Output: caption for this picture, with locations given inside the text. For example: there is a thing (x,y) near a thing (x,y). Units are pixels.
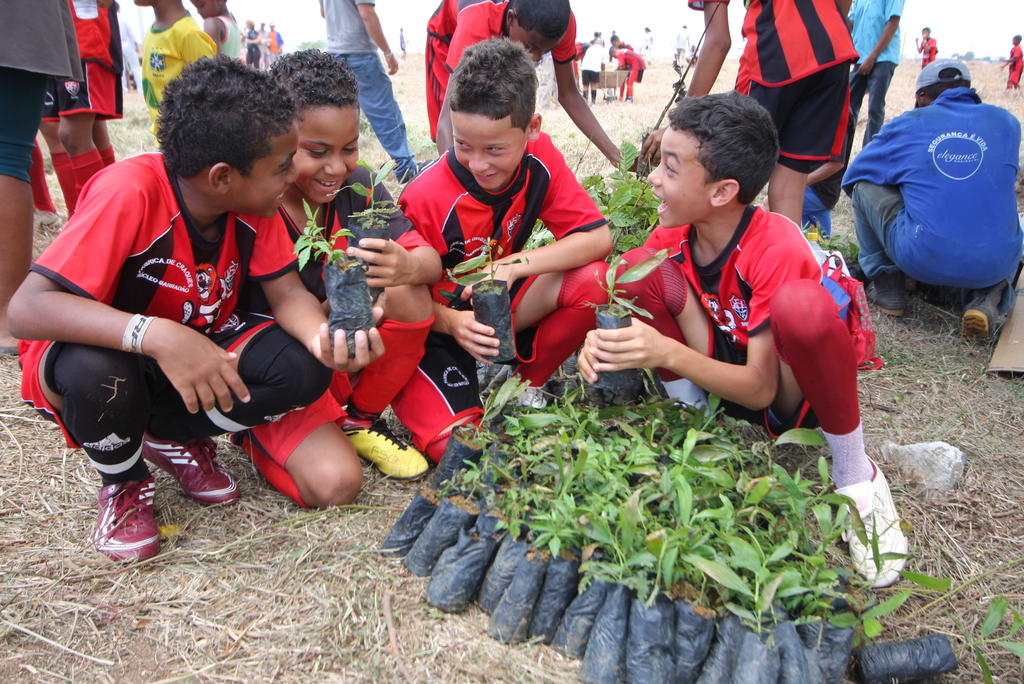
There are four children (177,329) holding plants (627,310). Here we can see plants (462,583) on the ground (421,611). In the background (354,19) we can see few people (786,176).
